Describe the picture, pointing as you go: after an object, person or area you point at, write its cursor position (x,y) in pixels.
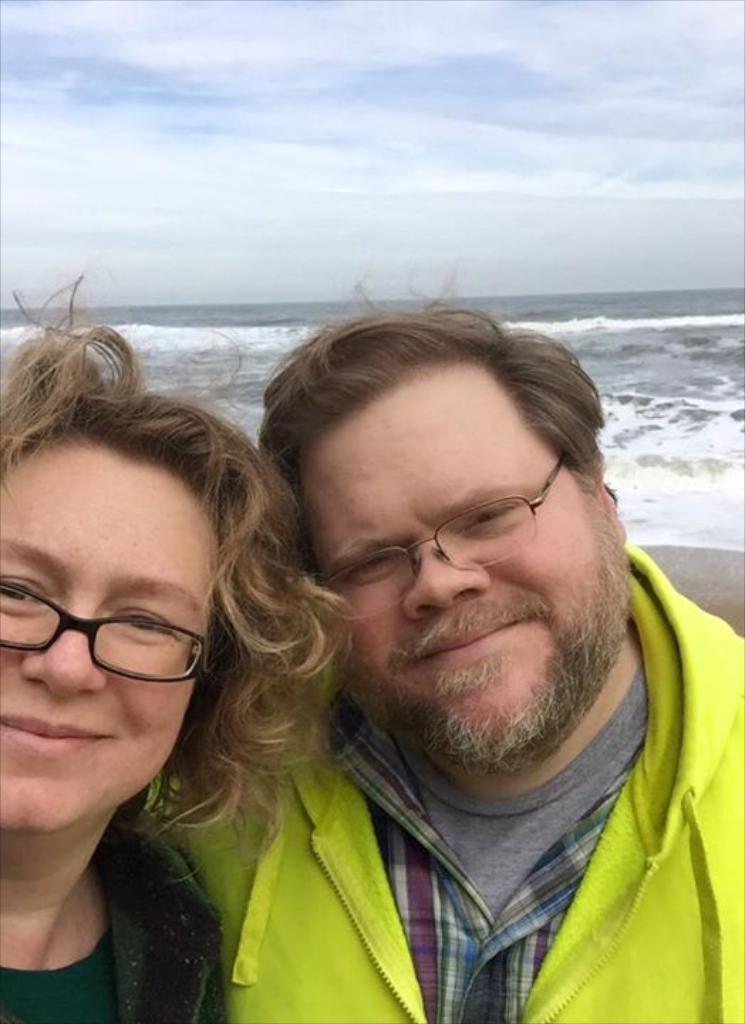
In the image there is a woman (68,634) and a man (458,548) with specs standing in front of the beach (167,391) and above its sky (303,154) with clouds (291,223).
